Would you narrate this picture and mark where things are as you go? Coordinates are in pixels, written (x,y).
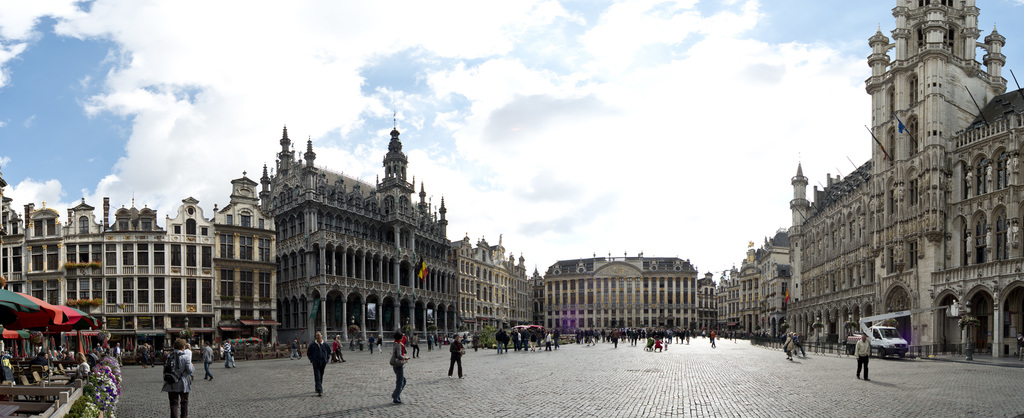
These are the buildings (347,216) with the windows (821,231). I can see groups of people (506,341) walking. This looks like a van (879,338) with a crane (887,320) on it. At the bottom left side of the image (81,330), I think these are the kind of patio umbrellas (42,327). These are the plants (100,384) with the flowers (106,391). This is the sky (470,28). I think this is a flag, which is hanging to a pole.
